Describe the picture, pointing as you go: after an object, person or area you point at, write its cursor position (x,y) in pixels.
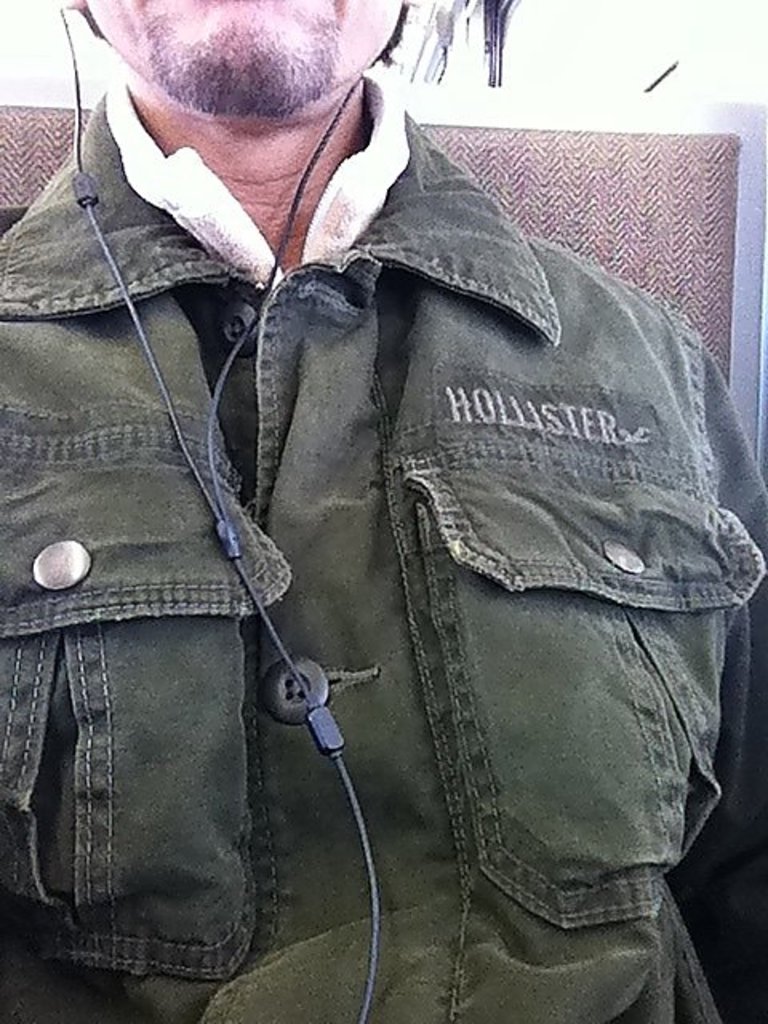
In this picture we can see a man (412,592) in the front (432,570), he wore a shirt (324,623), we can also see earphones (351,792).
